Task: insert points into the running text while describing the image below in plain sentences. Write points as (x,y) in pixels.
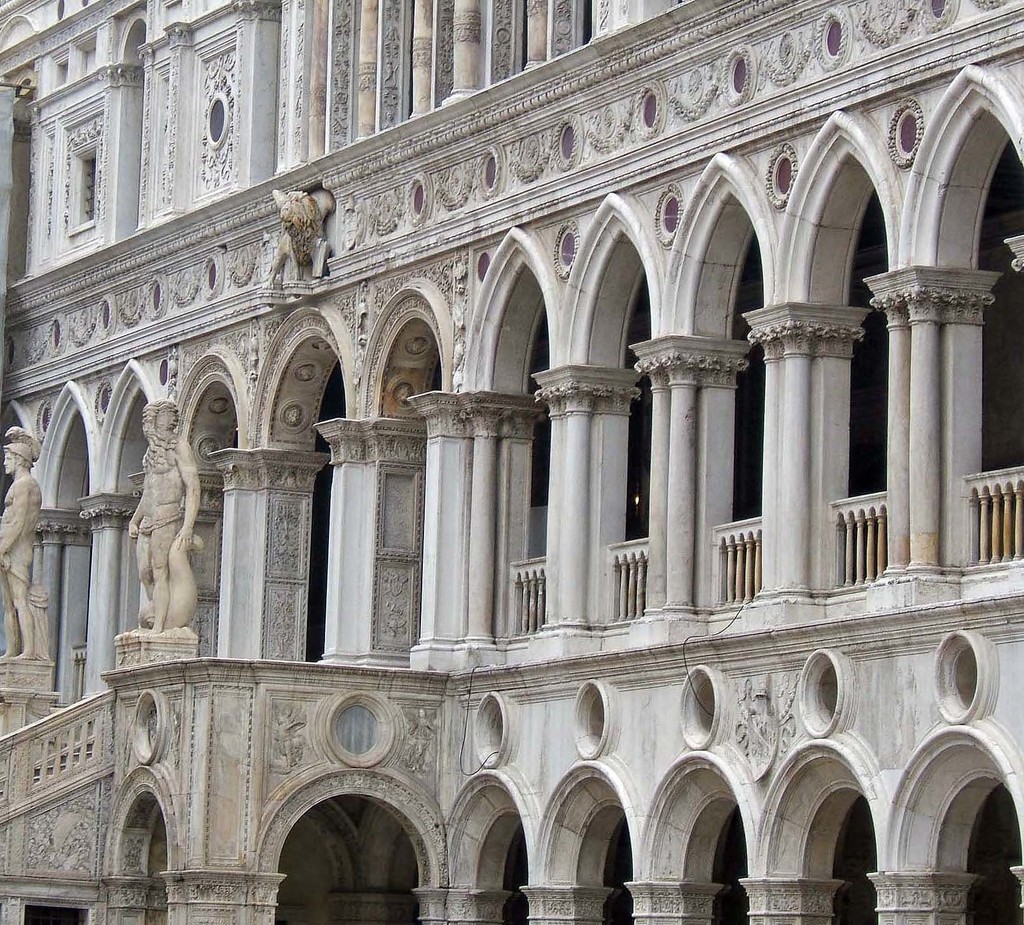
In the picture there is a building (456,335), on the building (483,527) there are arches (982,187) present, there are statues (26,482) present.
